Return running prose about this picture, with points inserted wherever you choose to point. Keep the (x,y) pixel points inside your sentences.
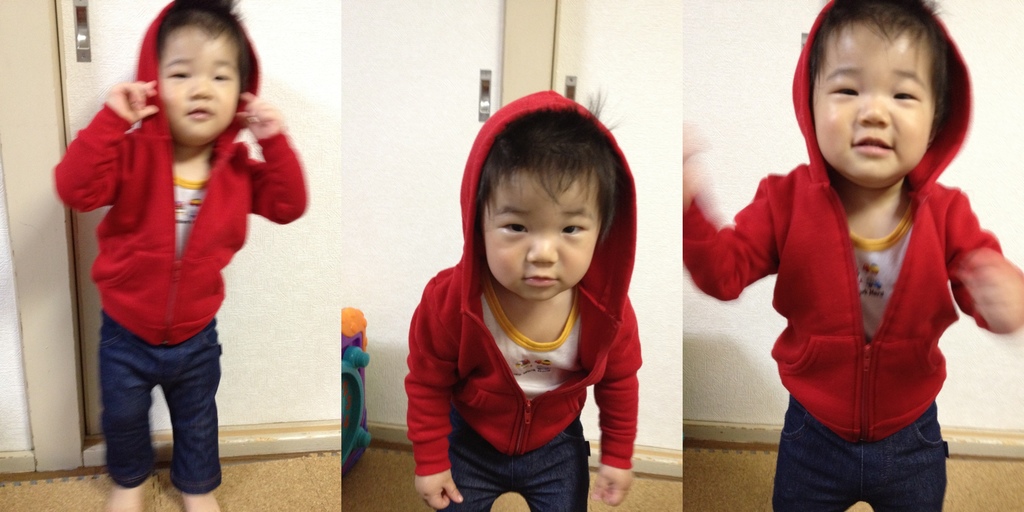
It is the collage of three images. In these images we can see that there is a kid (133,284) in the middle (504,259). Behind him there is a door (116,39). The kid (148,175) is wearing the red color sweater (224,206).
